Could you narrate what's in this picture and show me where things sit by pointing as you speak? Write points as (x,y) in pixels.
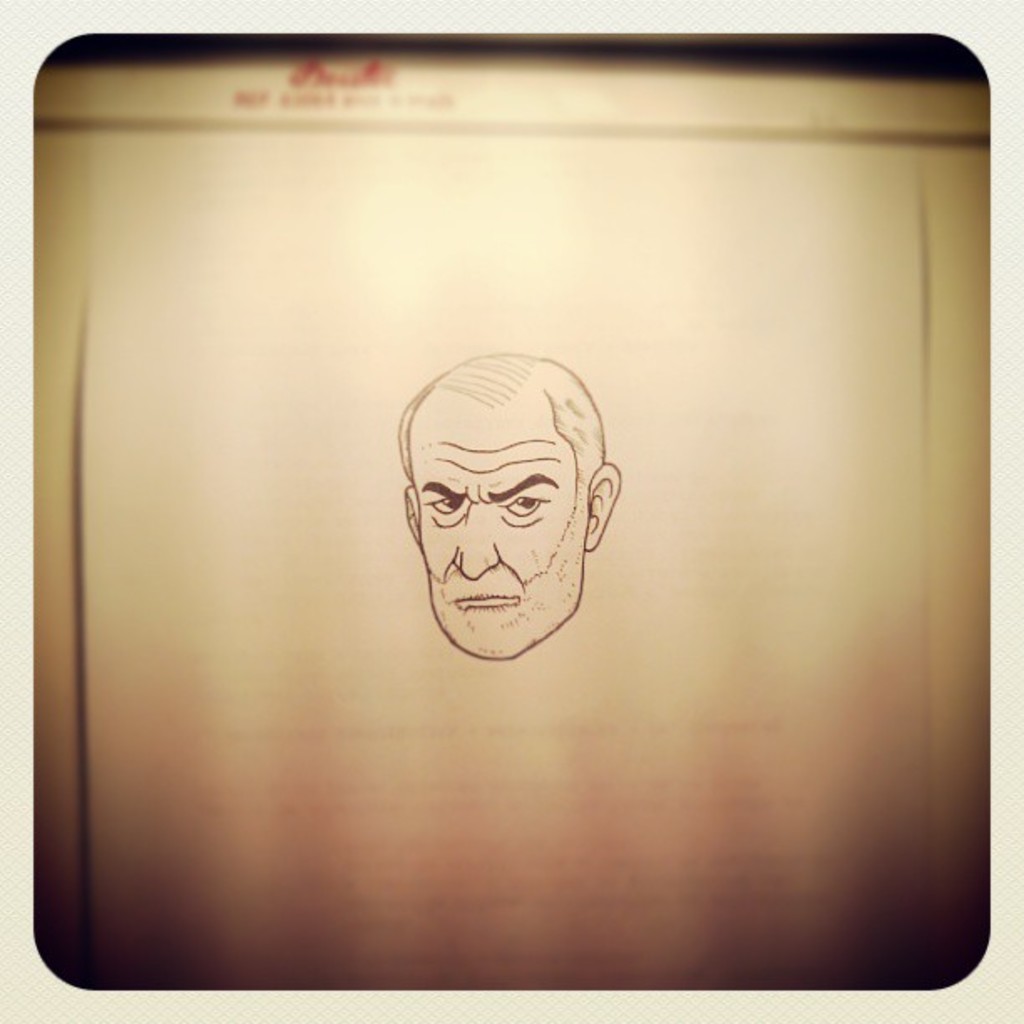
This is an edited picture. In this image there is a sketch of a person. At the top (368,69) there is text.
